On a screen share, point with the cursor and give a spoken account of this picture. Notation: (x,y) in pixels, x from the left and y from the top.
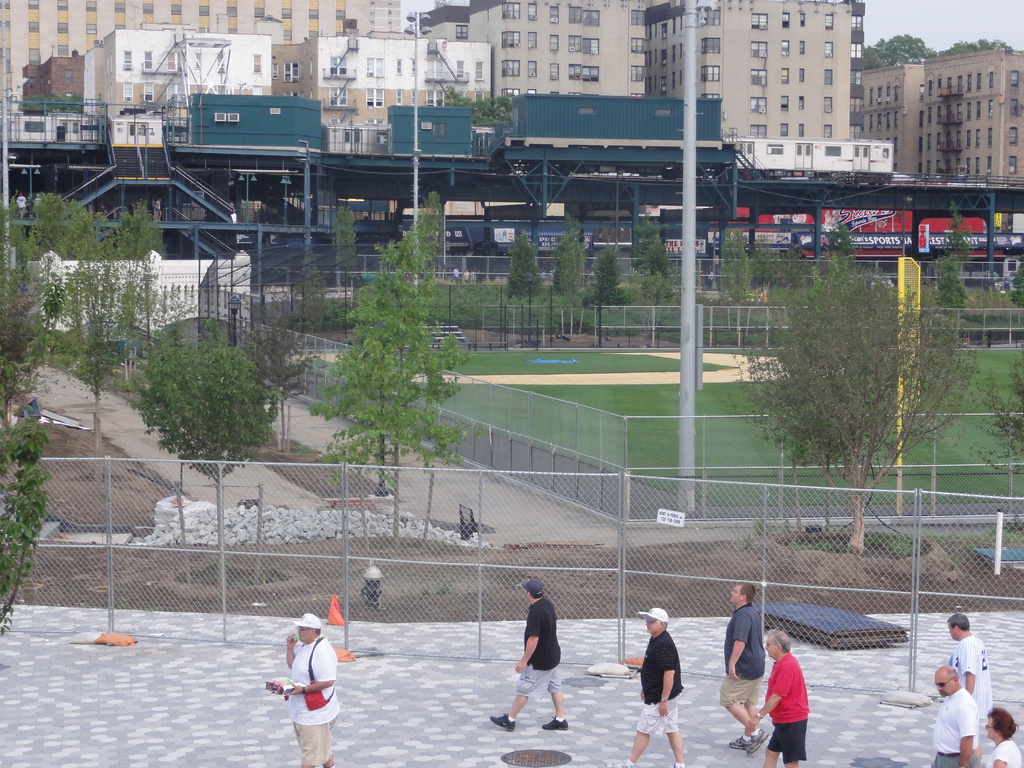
This picture is clicked in the city. At the bottom of the picture (555,633), we see many people (526,659) walking on the road (565,689). Beside them, we see a fence (540,559) and behind that, there are many trees (403,406) and poles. We even see a playground (571,394). There are many buildings (946,119) in the background (936,227).
